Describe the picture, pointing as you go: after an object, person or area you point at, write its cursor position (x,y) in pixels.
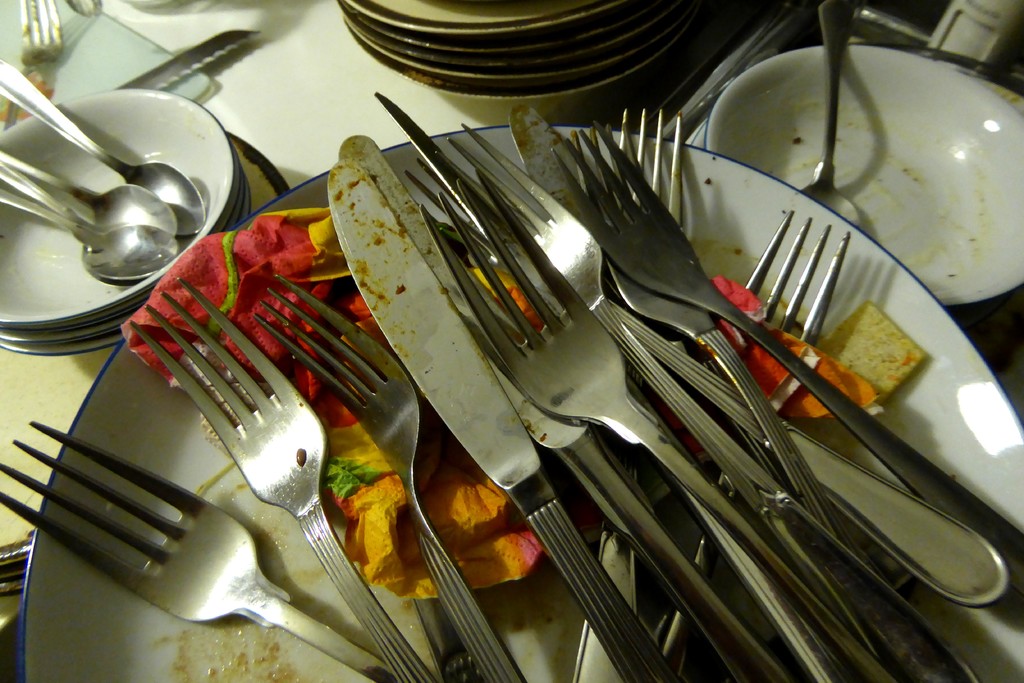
In this image we can see some used forks (503,354), knives (442,385) and tissue papers (375,483) in a plate (86,423) placed on the table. We can also see some spoons (93,250) in the bowls (77,316) and a spoon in an empty bowl (1020,116) on the table (270,145).
